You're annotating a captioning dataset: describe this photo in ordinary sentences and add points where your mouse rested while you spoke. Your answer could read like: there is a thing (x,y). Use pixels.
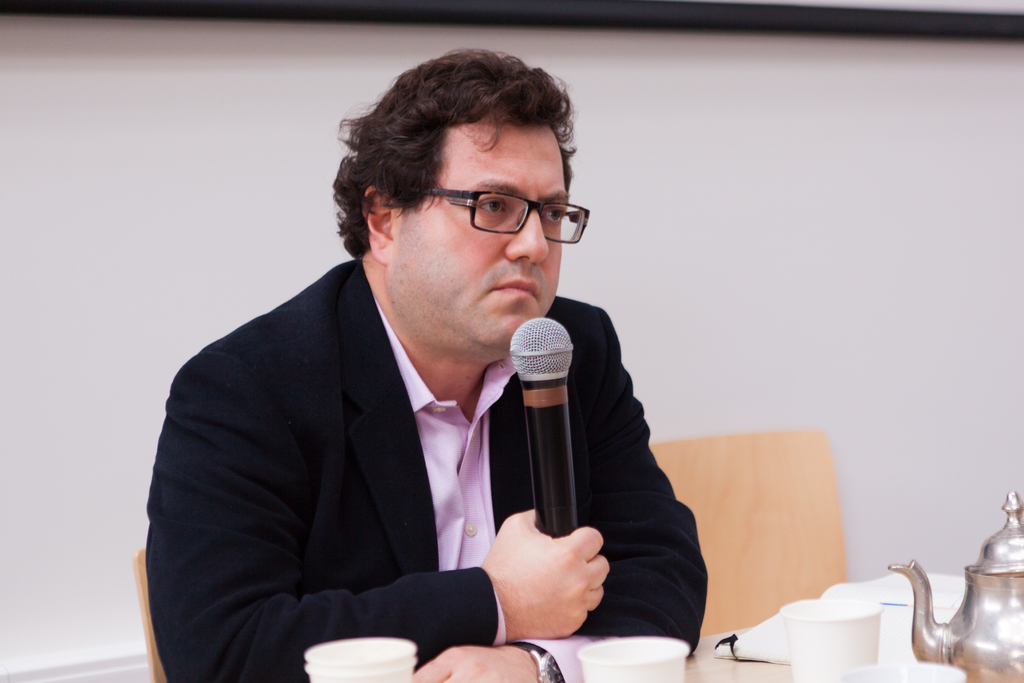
In this image I see a man (651,574) who is sitting on the chair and he is holding a mic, In front (970,624) there are lot of cups (664,648) and a kettle (967,609). In the background (792,481) I see a chair (767,503) and the wall (13,58).
